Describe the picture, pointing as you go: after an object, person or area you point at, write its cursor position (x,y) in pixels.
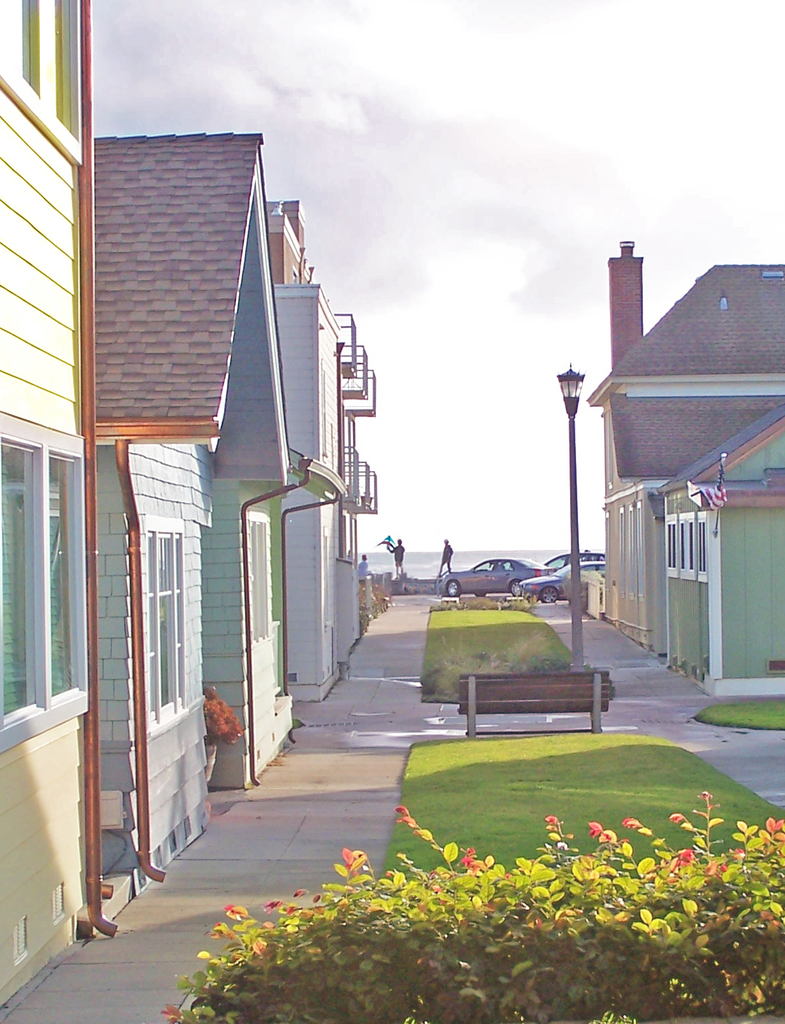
In this picture I can see there is grass (484,646), plants (477,672) and poles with buildings (675,612) and in the backdrop (500,557) there is a ocean (405,558) and there are few people (395,551) standing here and the sky (135,62) is cloudy.
